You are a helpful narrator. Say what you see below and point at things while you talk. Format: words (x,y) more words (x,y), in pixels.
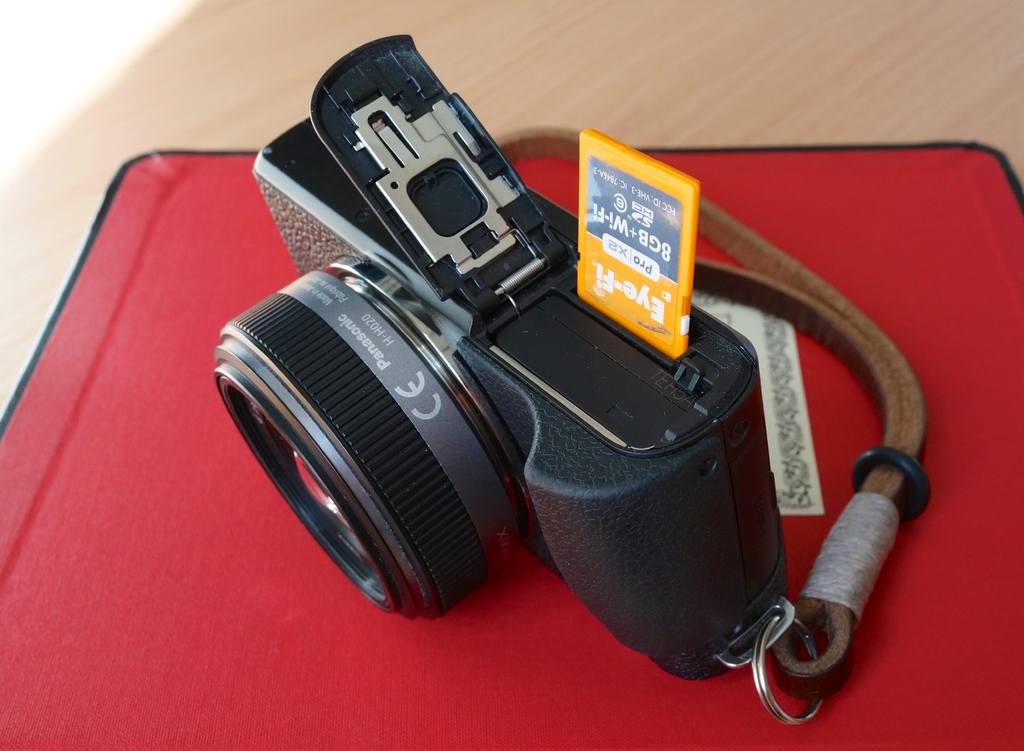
In this image there is a camera (409,440) on the red color object (937,508), which is on the floor (73,102).
